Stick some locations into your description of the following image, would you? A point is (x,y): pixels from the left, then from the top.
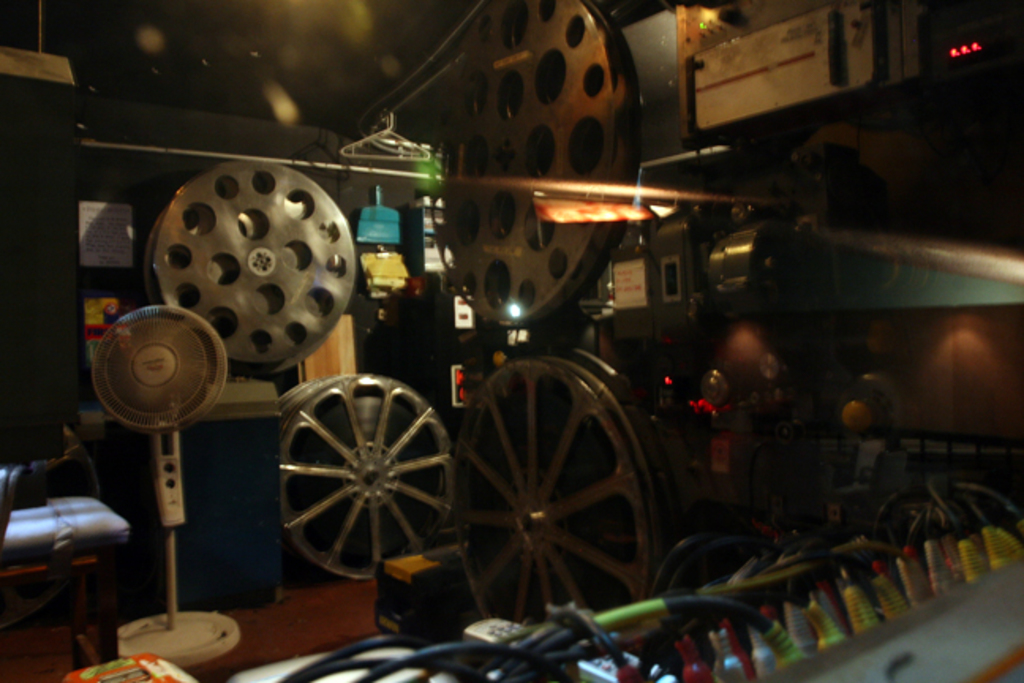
In this image, on the left side (154,336), we can see a fan (159,623) and a chair (96,520). In the background (279,240), we can see some metal instrument (745,290).
